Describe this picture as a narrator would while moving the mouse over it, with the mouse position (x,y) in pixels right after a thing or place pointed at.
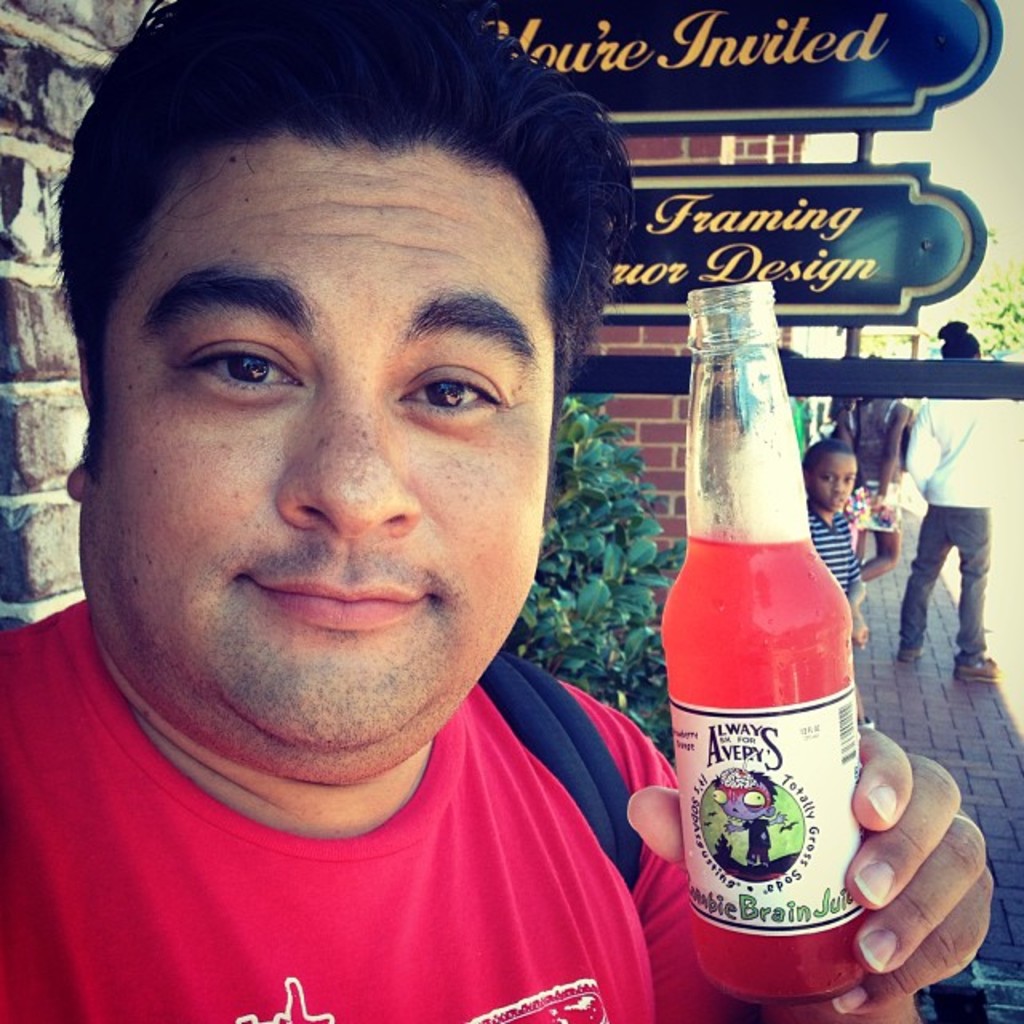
In this image i can see a man (306,797) wearing a red t shirt (469,901) holding a bottle (793,730), and in the background (822,174) i can see boards (817,183) and few people (919,449) standing, and i can also see a wall (656,441) and plants (607,554).
